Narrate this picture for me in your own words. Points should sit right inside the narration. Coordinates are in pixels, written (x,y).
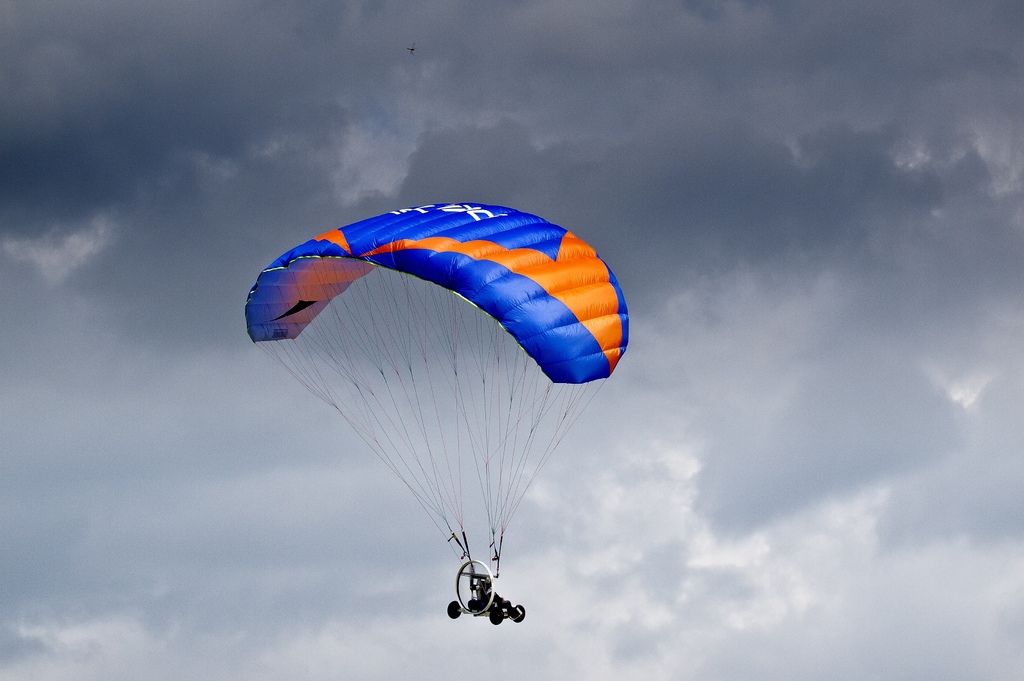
This picture shows a parachute (522,236) and we see a human (505,596) and we see a cloudy sky (268,425) and the parachute (556,260) is blue and orange in color.
